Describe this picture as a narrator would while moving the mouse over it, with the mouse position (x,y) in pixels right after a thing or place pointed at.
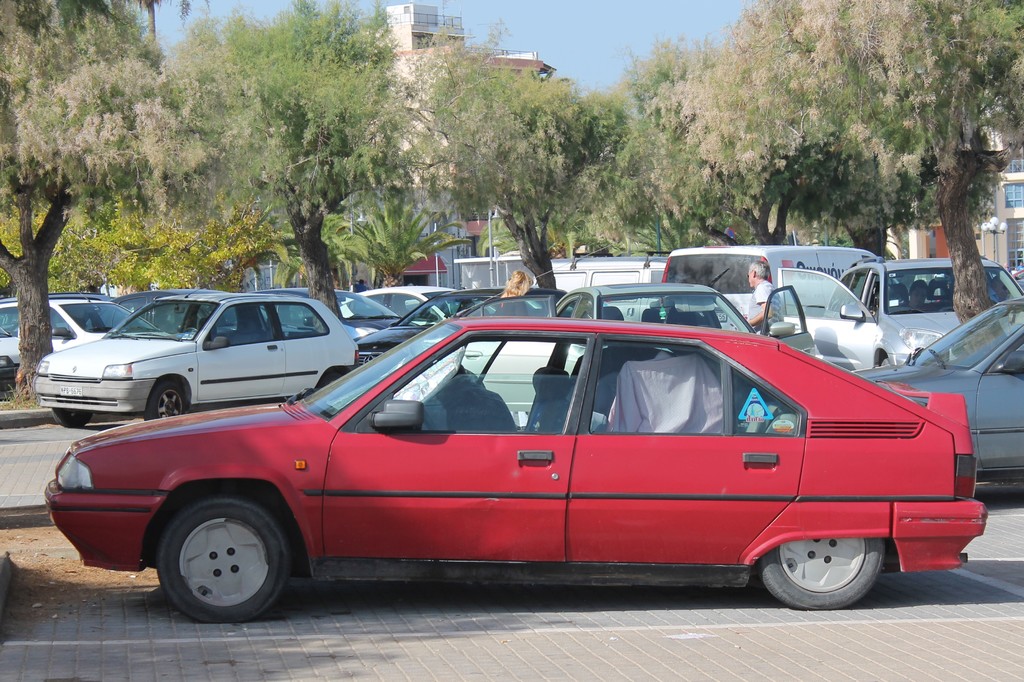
In this picture there is a red car (409,485), inside that I can see some clothes (678,379) and other objects (761,417). In the back (295,352) I can see the bus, trucks (587,278) and cars (592,291) were parked near to the trees (973,249). In the background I can see the buildings (418,193). At the top (581,55) there is a sky (605,37). On the right (757,309) there is a man (757,286) who is standing near to the open door (775,326).
